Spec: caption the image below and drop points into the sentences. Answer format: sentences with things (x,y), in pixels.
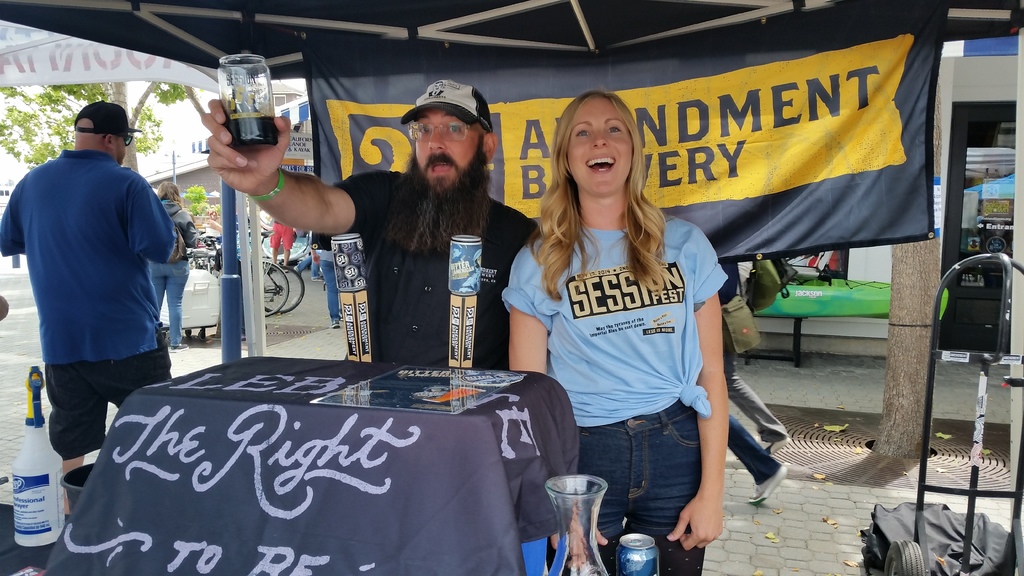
The image is taken in the streets (301,313). In the center of the image (654,372) there are two people (492,342) standing. the man (421,318) who is wearing a black shirt (410,310) is holding a jar (265,146) in his hand (265,146) before him there is a table (414,432) and we can see jar (573,531), tins (629,546), bottles (53,527) which are placed on the table (54,552). In the background (125,218) there are people (291,241) standing. we can see a board (761,138) and a tent (247,265). On the left (264,292) there is a tree (149,149) and some bicycles (263,272).
